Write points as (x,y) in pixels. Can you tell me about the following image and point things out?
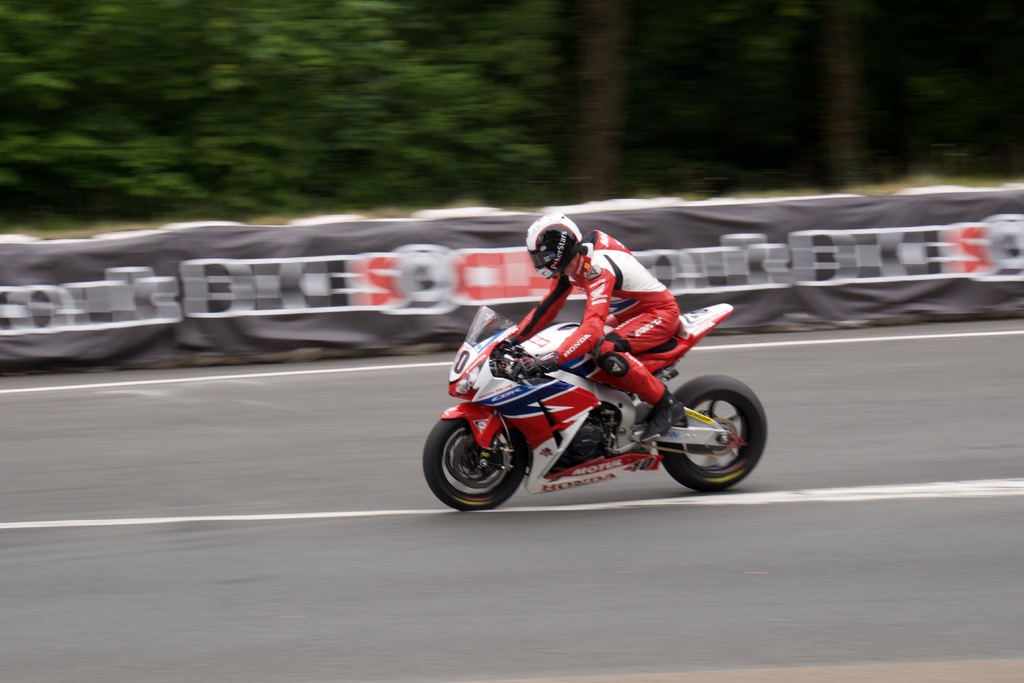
There is one person (593,350) riding a bike (519,430) on the road (264,536) as we can see at the bottom of this image (558,519). There is a wall (429,276) in the background (509,284). There are some trees (490,89) at the top of this image (402,104).
